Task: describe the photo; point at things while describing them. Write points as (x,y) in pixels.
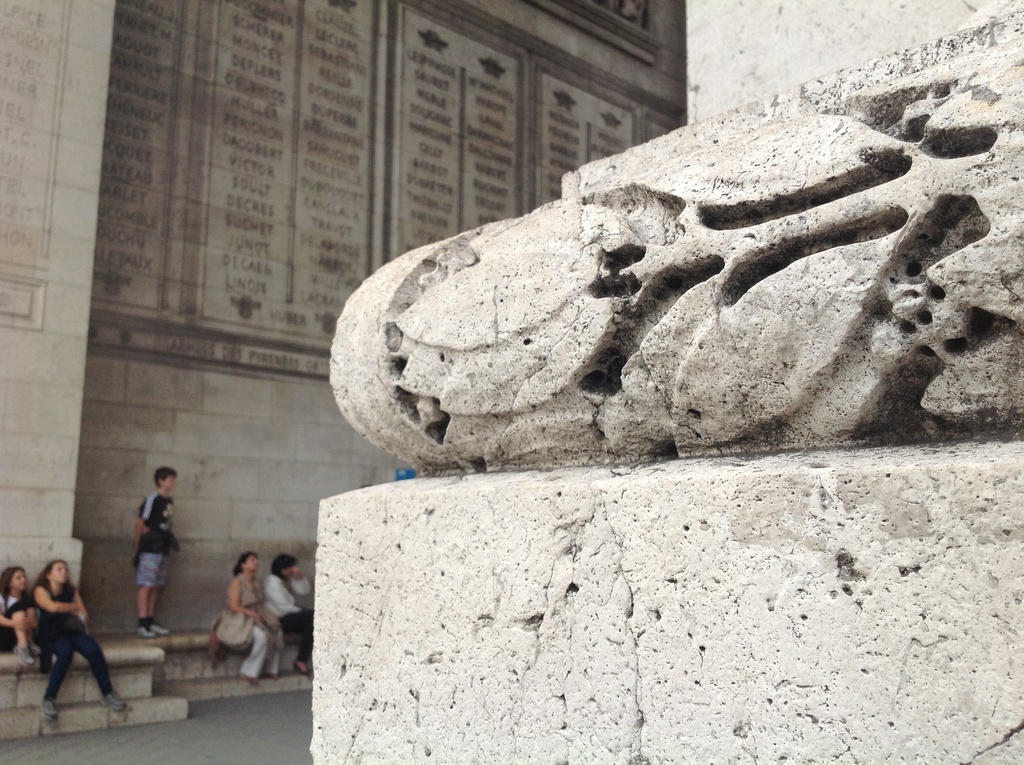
In this image on the right side (705,222) there is a sculpture (680,258) and wall (510,609), and on the left side (46,602) there are some people (48,587) sitting and one boy (168,524) is standing. And there is a wall (240,122) and on the wall (304,112) there is some text (453,104), at the bottom (138,728) there is a walkway (266,711).
